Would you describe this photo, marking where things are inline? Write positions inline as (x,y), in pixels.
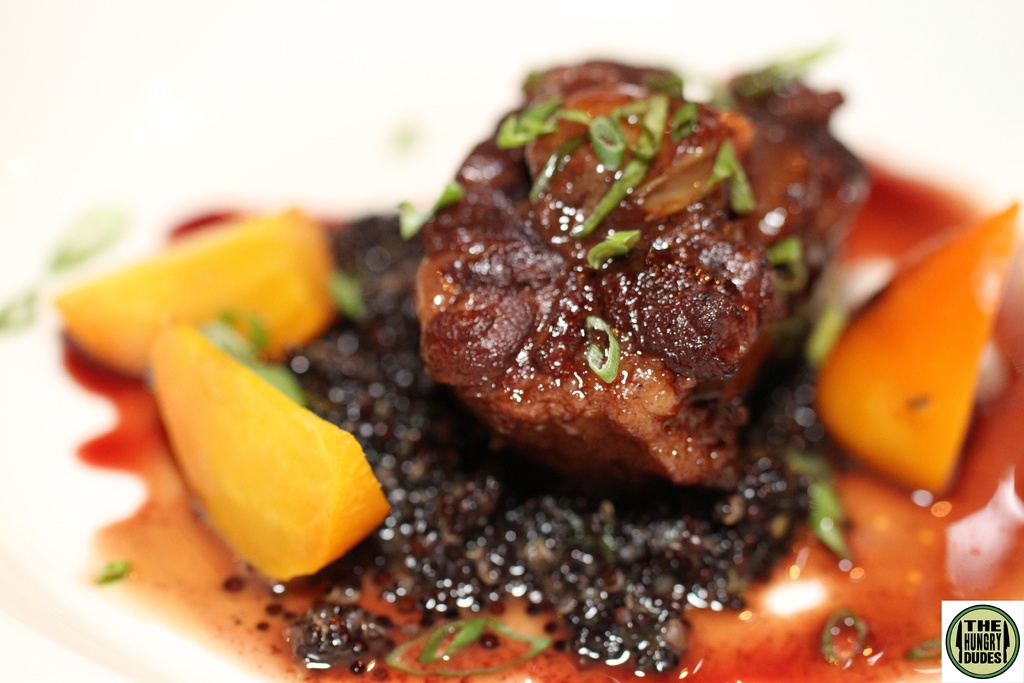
This is the picture of some food item (433,524) which is in brown, orange and yellow color and there are some green color things (413,658) on it.
